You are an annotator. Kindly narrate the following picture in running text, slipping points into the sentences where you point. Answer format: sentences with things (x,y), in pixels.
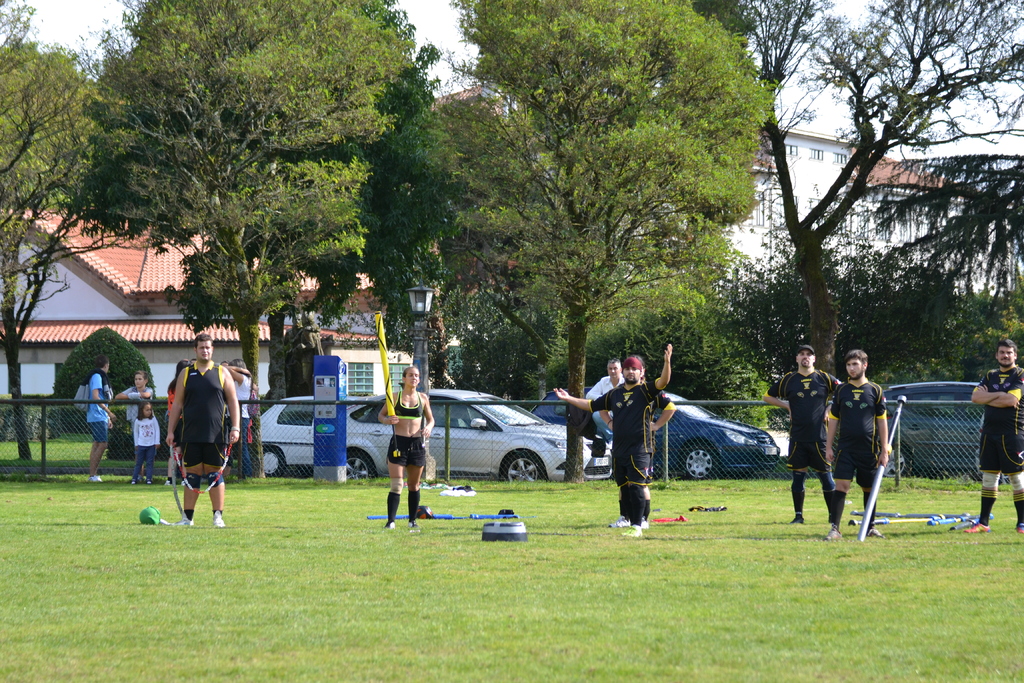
In this image we can see few persons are standing on the grass (694,520) on the ground (694,520) and among them few persons (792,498) are holding objects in their hands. We can see clothes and objects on the grass (349,682). In the background (101,448) few persons (103,438) are standing at the fence (59,446), vehicles (552,406), trees (552,340), buildings (156,331), plants (117,427) and sky (763,8).
